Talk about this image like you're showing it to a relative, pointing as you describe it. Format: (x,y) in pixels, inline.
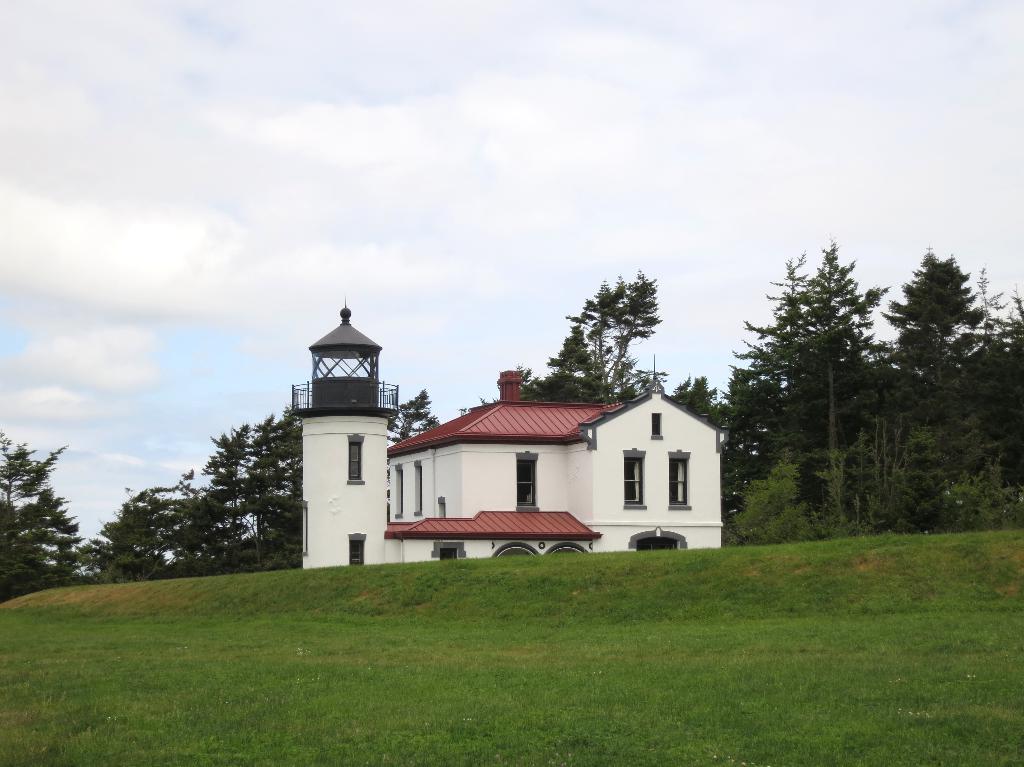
In the foreground of the picture (93,757) there is grass (490,623). In the center of the picture (487,433) there are trees (187,510) and a house (495,500). Sky (13,328) is cloudy.
